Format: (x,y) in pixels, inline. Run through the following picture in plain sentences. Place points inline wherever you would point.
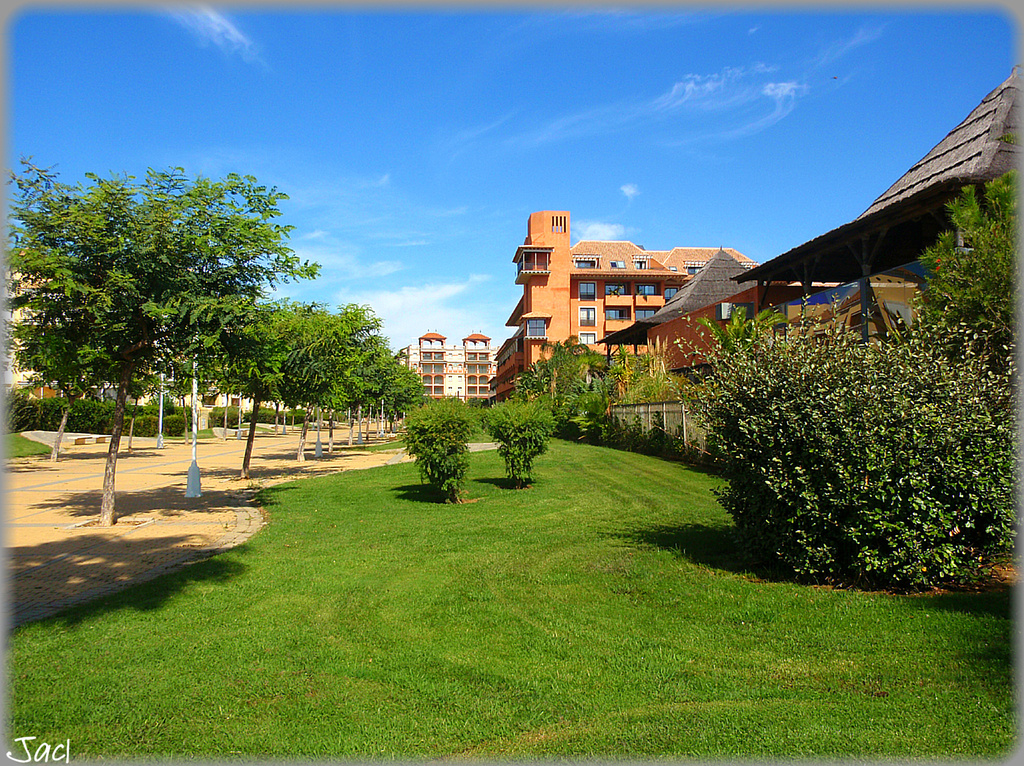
In this image there is the sky (499,166) towards the top of the image (506,102), there are clouds (420,305) in the sky (322,146), there are buildings (604,315), there are trees (590,371), there are poles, there are plants (538,410), there is grass (452,608) towards the bottom of the image (500,594), there is roof (914,243) towards the right of the image (977,149), there is text (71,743) towards the bottom of the image (55,751).
